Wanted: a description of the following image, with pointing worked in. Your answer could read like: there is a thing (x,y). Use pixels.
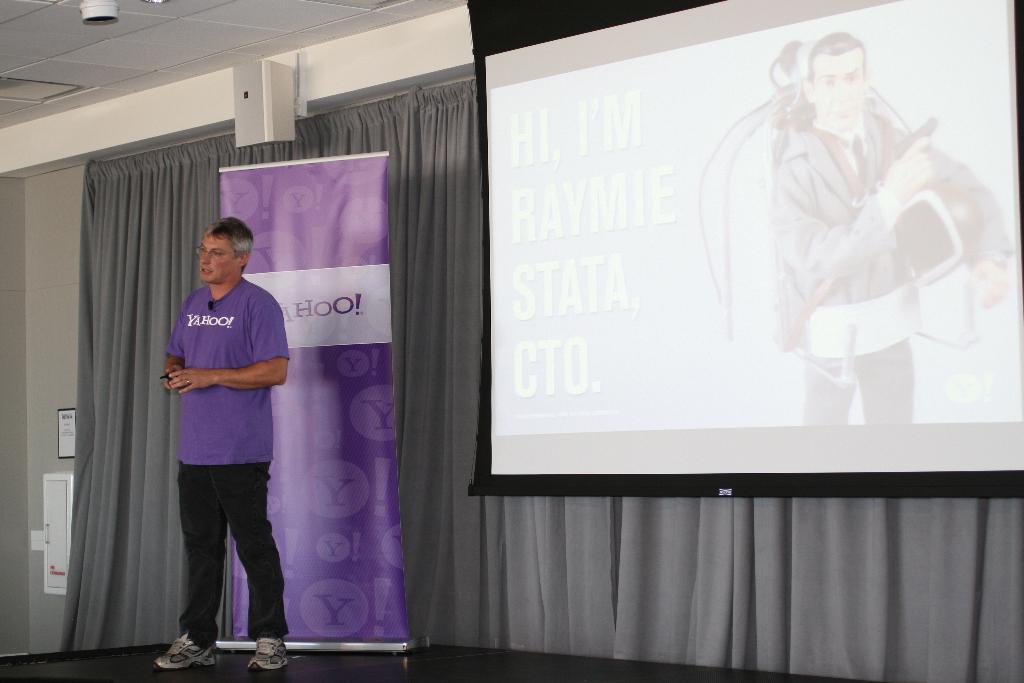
In this picture there is a man (212,425) standing, behind him we can see a banner (275,501). We can see screen (646,348), curtains (416,489), board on the wall (64,404) and speaker (270,91). At the top of the image (96,56) we can see ceiling (255,41), light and an object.
